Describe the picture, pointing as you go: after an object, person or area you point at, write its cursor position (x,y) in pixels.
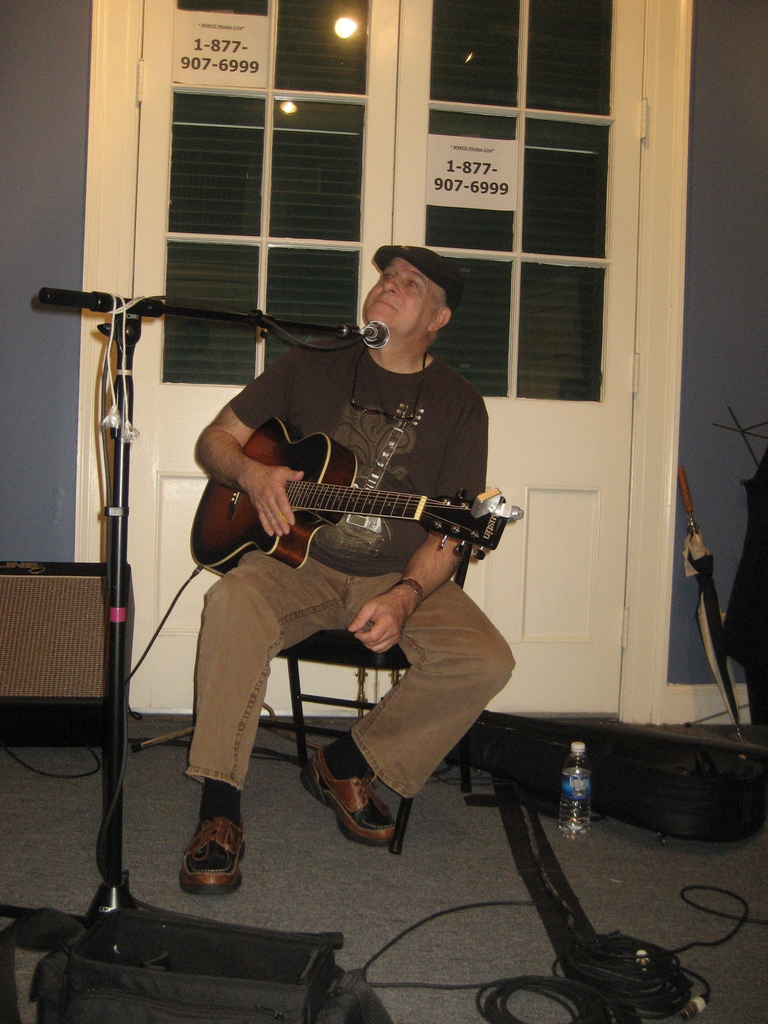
This person (402,351) is sitting on a chair (290,652) and holding a guitar (356,514). In-front of this person (372,373) there is a mic (371,334) with holder (111,787). On floor (609,877) there are cables (597,974), bottle (568,814), bag (239,974), umbrella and basket (81,620). This is a door (502,317). On top (349,27) there is a light (341,21).
